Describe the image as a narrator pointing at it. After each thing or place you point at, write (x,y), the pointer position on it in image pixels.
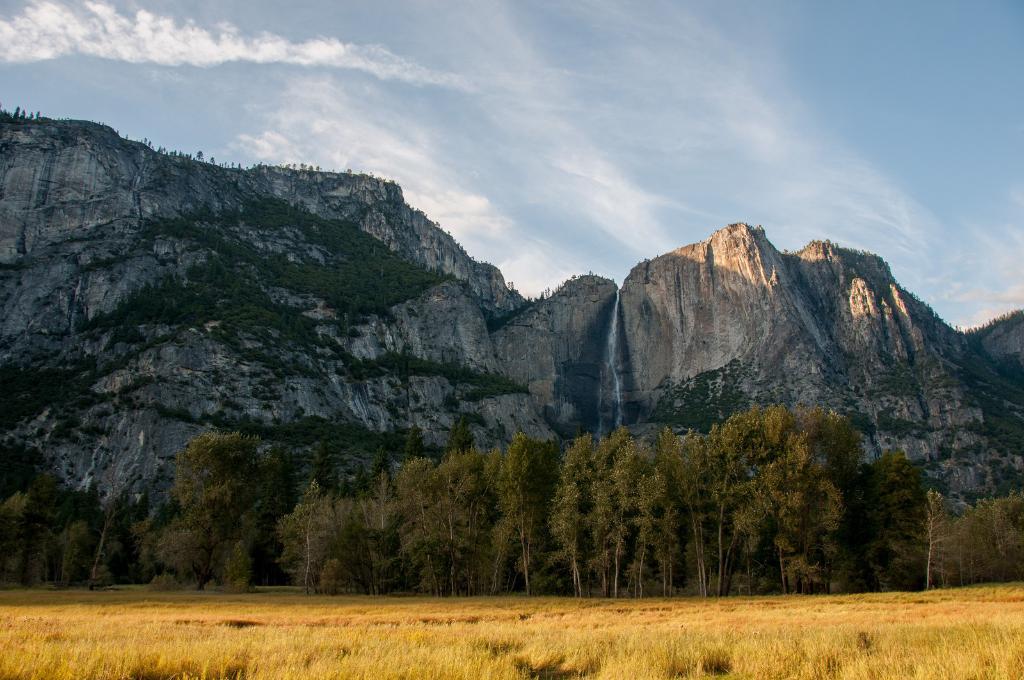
The picture is taken in a forest (352,545). In the foreground of the picture (330,599) there are trees (489,535) and field (189,638). In the center of the picture (415,296) there is a mountain (449,374). On the mountain (511,325) there are trees (269,280). Sky (449,138) is cloudy and it is sunny.
